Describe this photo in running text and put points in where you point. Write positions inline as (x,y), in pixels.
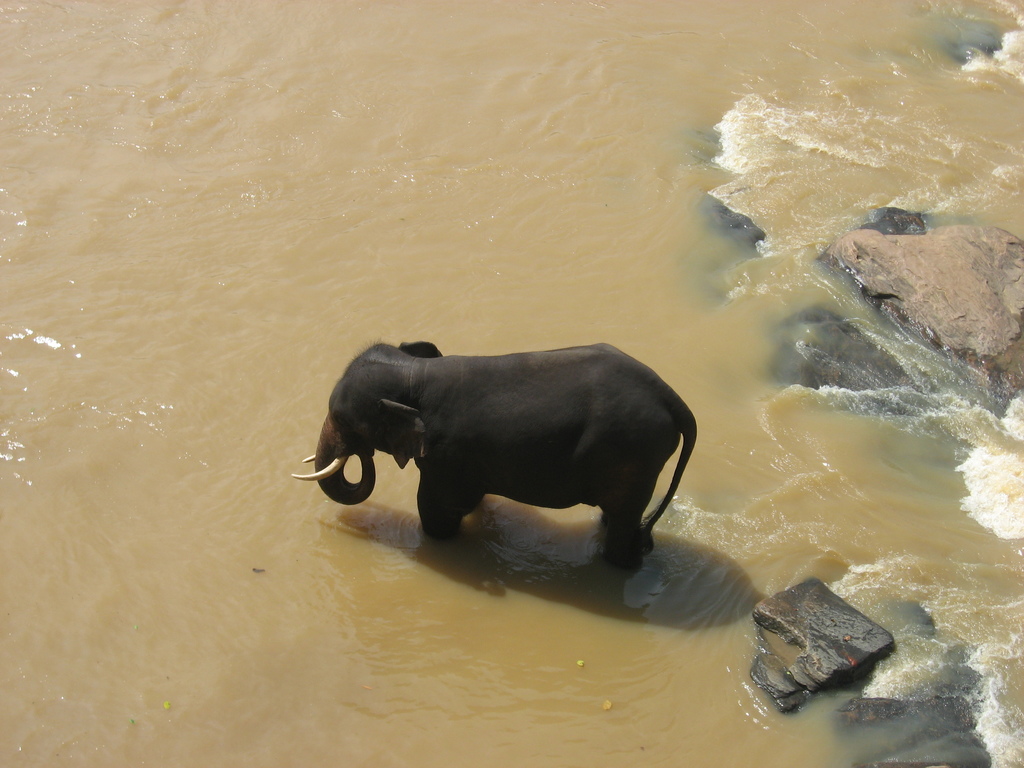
In the center of the image (595,485), we can see an elephant (575,418) and at the bottom (589,650), there is water (917,381) and we can see some rocks (872,662).
